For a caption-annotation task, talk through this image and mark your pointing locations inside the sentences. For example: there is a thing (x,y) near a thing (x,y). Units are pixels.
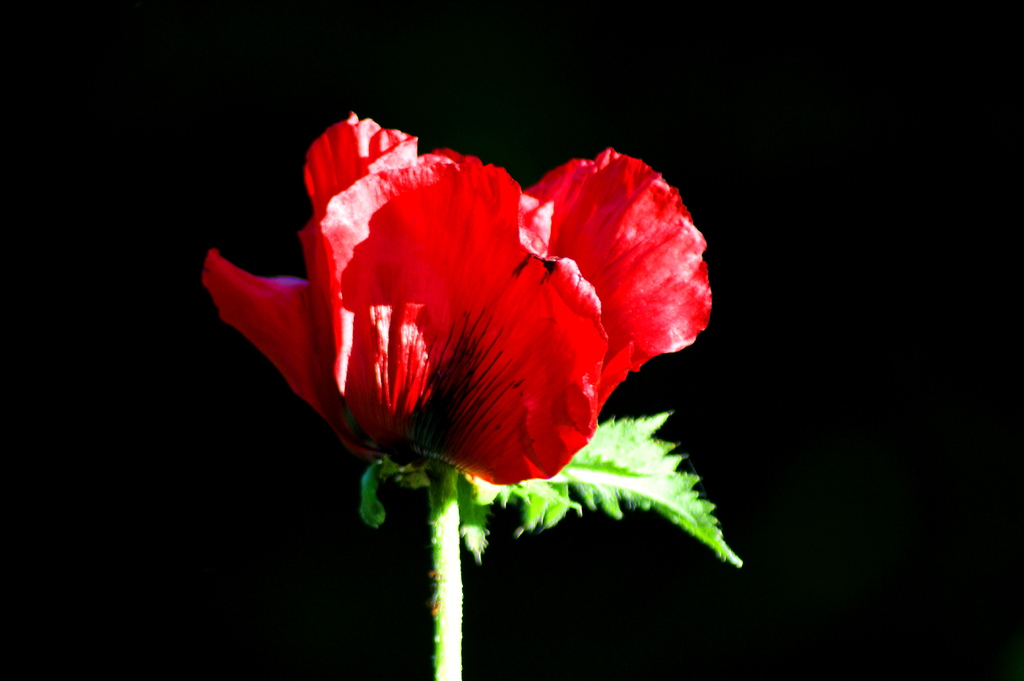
In this image in the foreground (333,367) there is one flower (485,439), and in the background (491,577) there is black color.
